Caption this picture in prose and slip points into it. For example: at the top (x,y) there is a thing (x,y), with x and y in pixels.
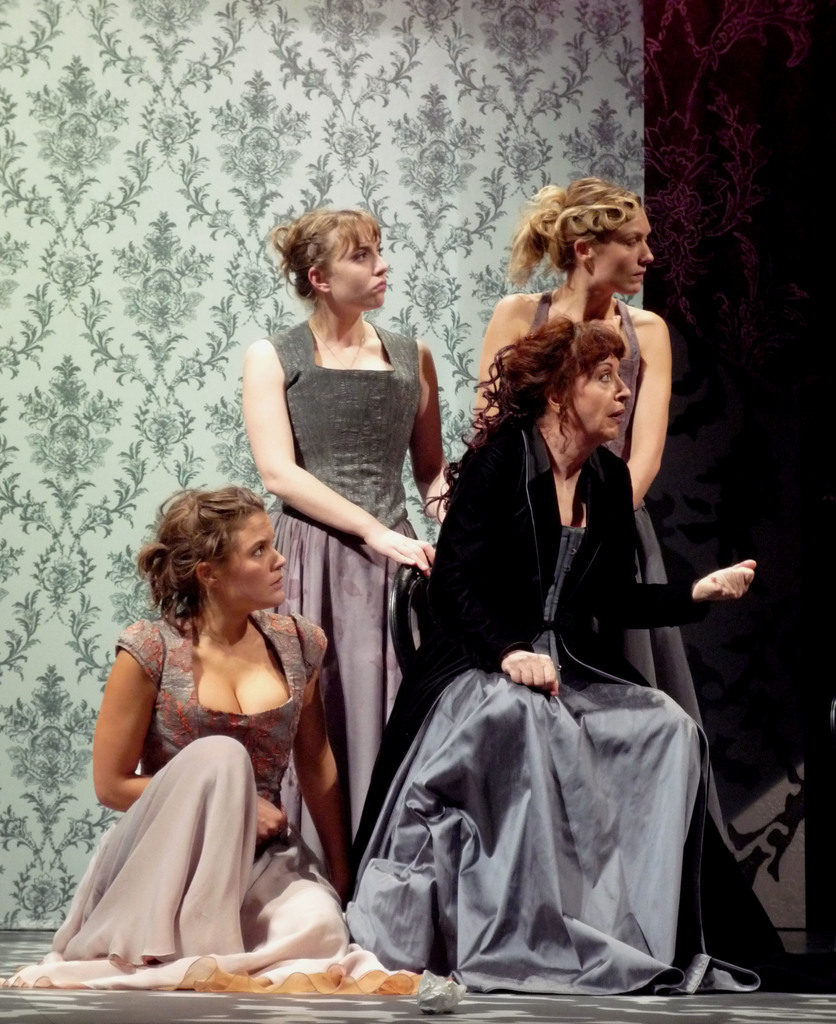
In this picture I can observe four women (295,545). Two of them are sitting and the remaining two are standing. All of them are looking on the right side (606,337). In the background (478,202) there is a wall (134,143).
